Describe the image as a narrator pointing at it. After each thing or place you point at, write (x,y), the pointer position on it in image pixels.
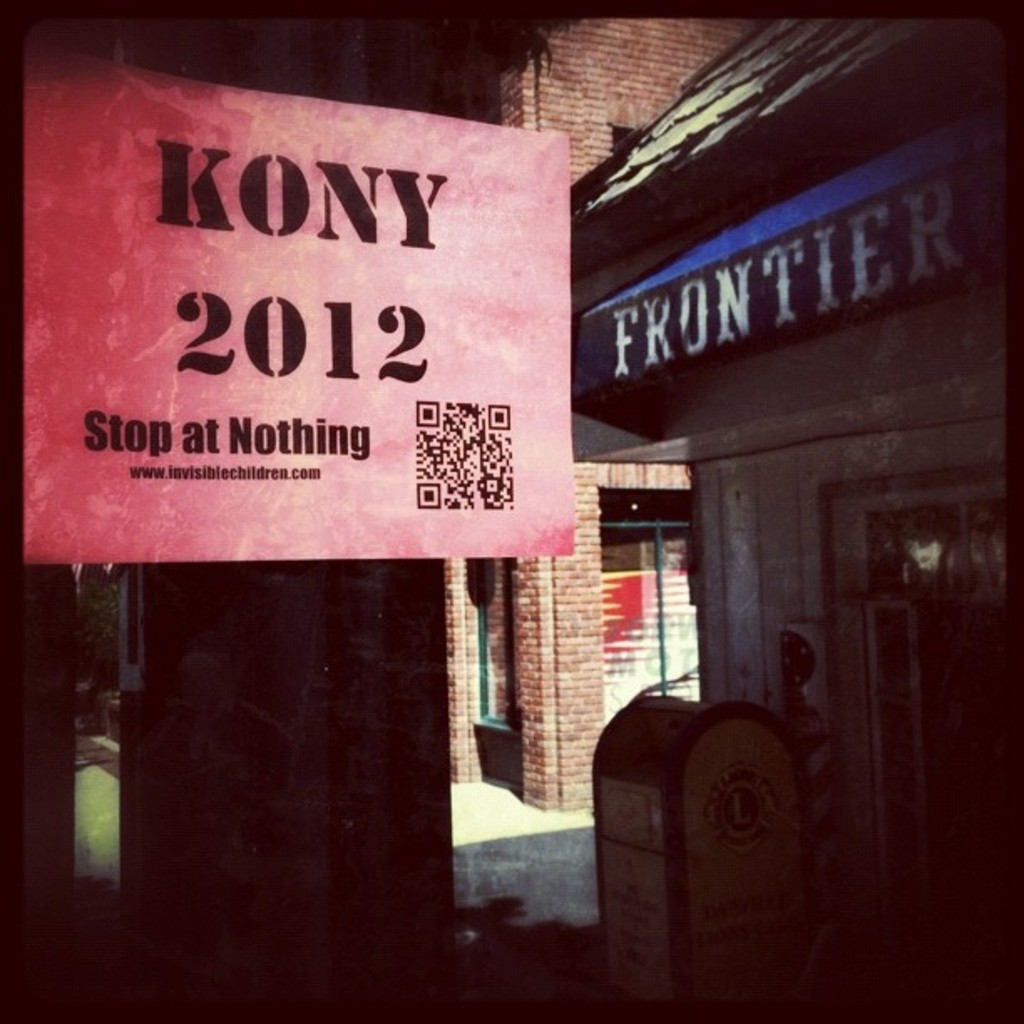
In this image in the foreground (458,240) there is one board (474,386), in the background (572,651) there are some buildings (725,602), wall (563,611) and a glass door (649,577). And on the right side (712,298) there is some text (784,304) on the building (691,598), at the bottom (740,911) there is one box (684,884).
